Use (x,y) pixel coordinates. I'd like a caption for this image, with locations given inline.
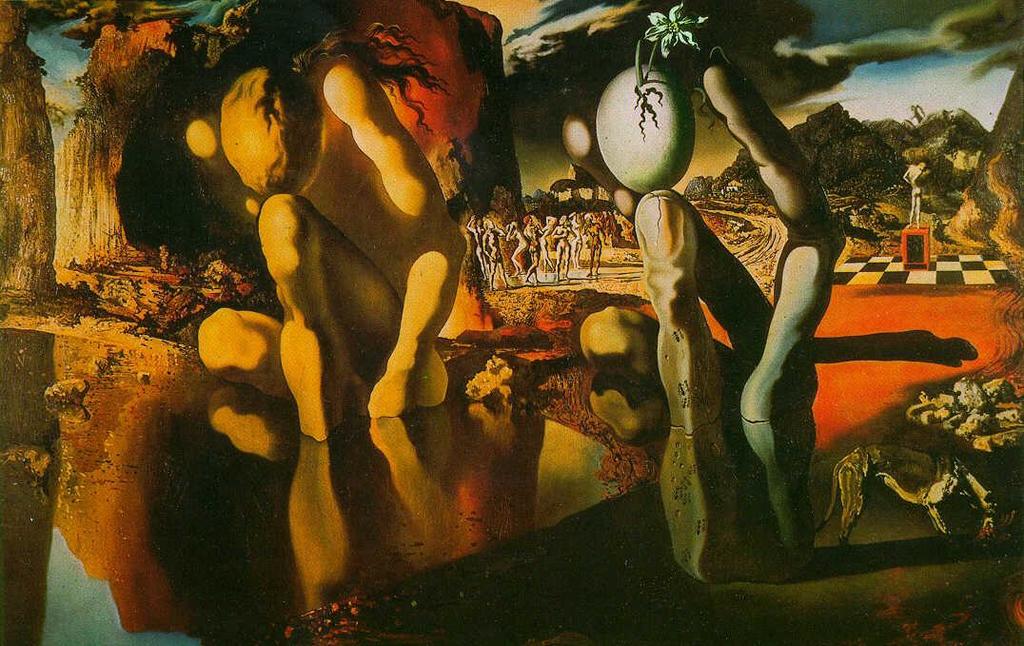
This is an animation in this image there are some caves (170,192), mountains (940,172) and some other objects (850,469).
